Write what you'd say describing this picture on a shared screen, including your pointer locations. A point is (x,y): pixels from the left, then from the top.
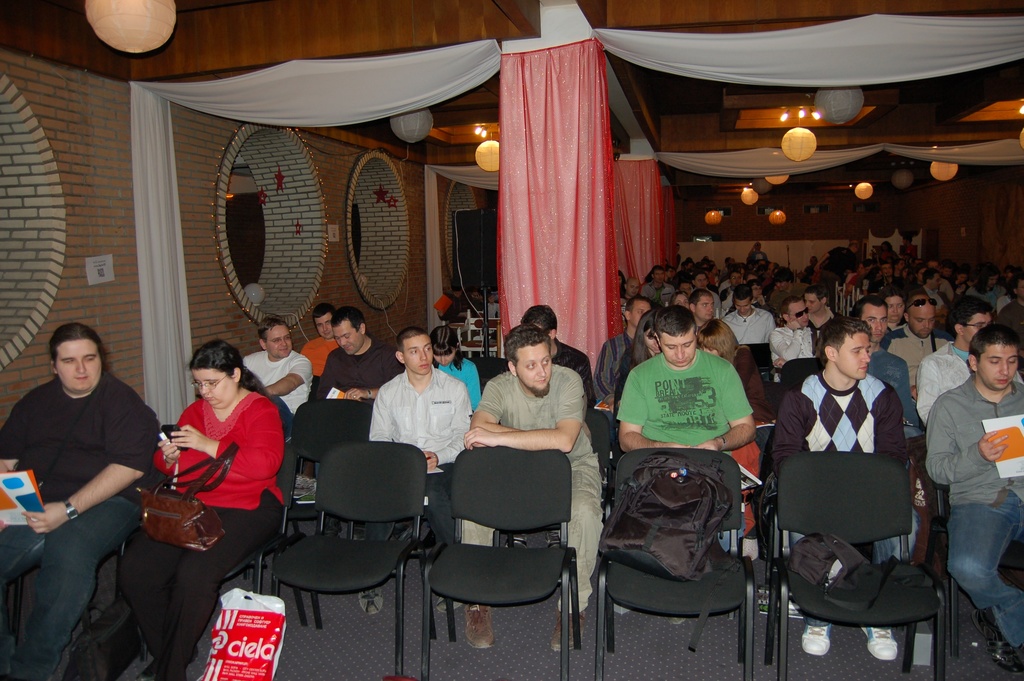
In this image I can see a crowd (509,394) is sitting on the chairs (729,471). In the background (236,267) I can see a wall (287,243), pillars (501,201), curtains (501,201) and lights (750,194). This image is taken may be in a hall (758,127).
